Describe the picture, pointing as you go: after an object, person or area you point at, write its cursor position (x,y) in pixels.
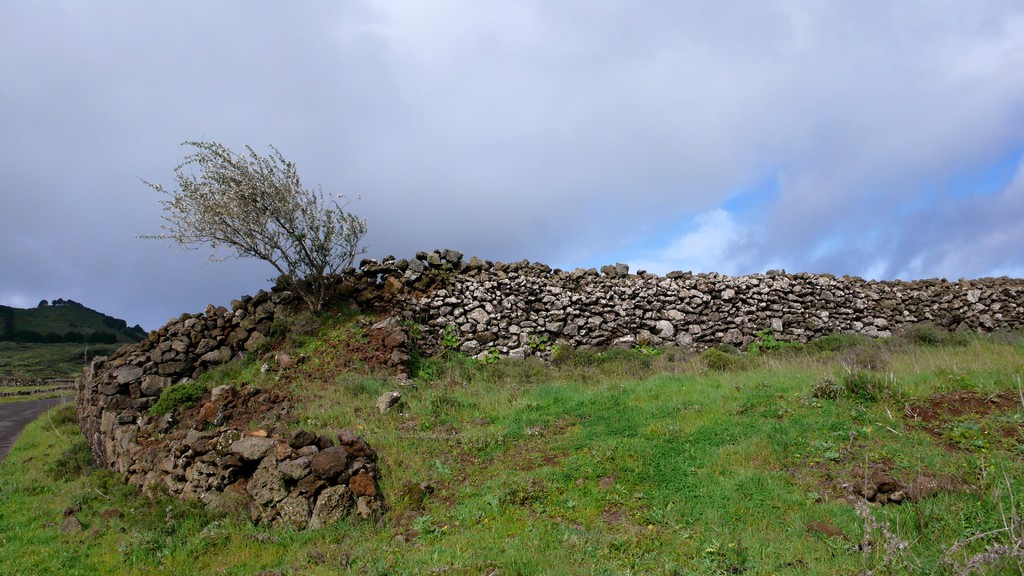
This image is taken outdoors. At the top of the image (111,159) there is the sky (125,180) with clouds (662,122). At the bottom of the image (123,516) there is a ground (146,528) with grass (530,448) on it. In the background (89,324) there is a hill (83,324) and there are a few trees (119,322) and plants (58,336) on the ground (16,359). In the middle of the image (434,298) there are many stones (302,463) on the ground (786,359) and there is a plant (267,234).
